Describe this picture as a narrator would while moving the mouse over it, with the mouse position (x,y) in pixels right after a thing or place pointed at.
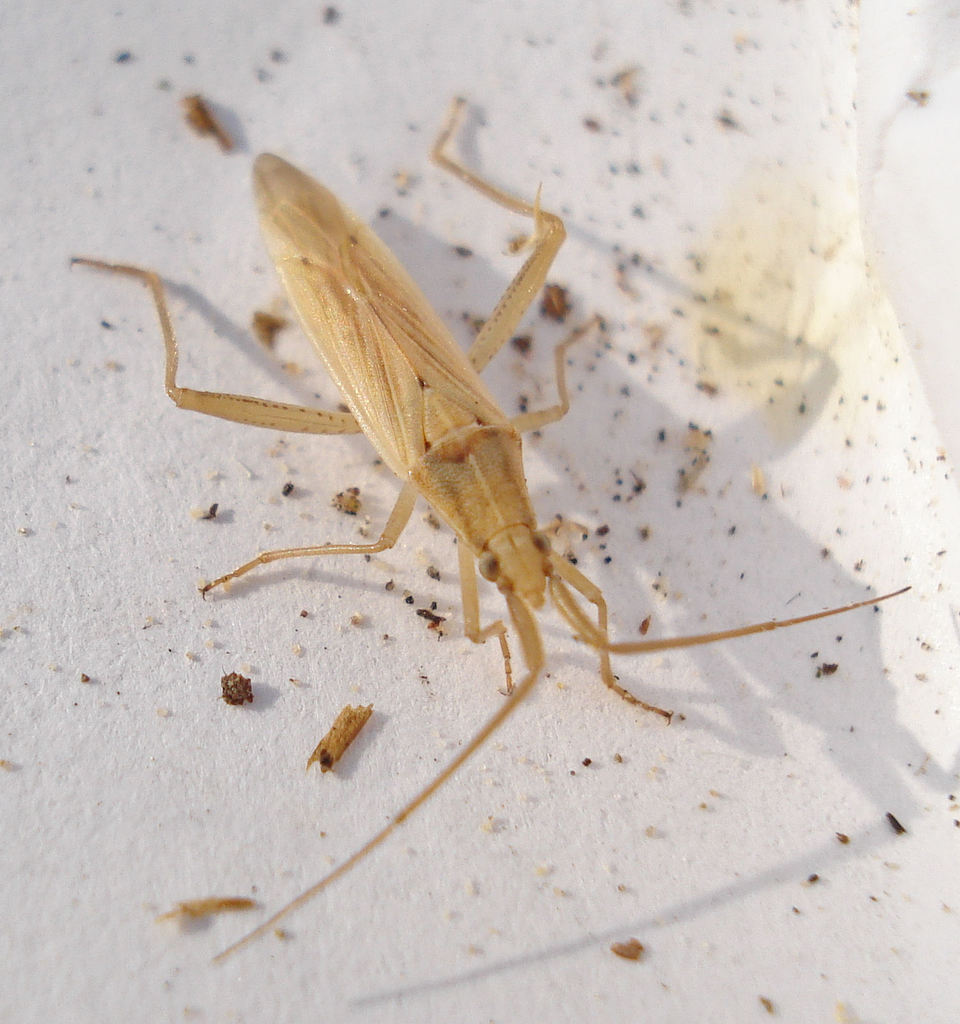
In this image we can see an insect (383,549) on a white surface (511,626).
